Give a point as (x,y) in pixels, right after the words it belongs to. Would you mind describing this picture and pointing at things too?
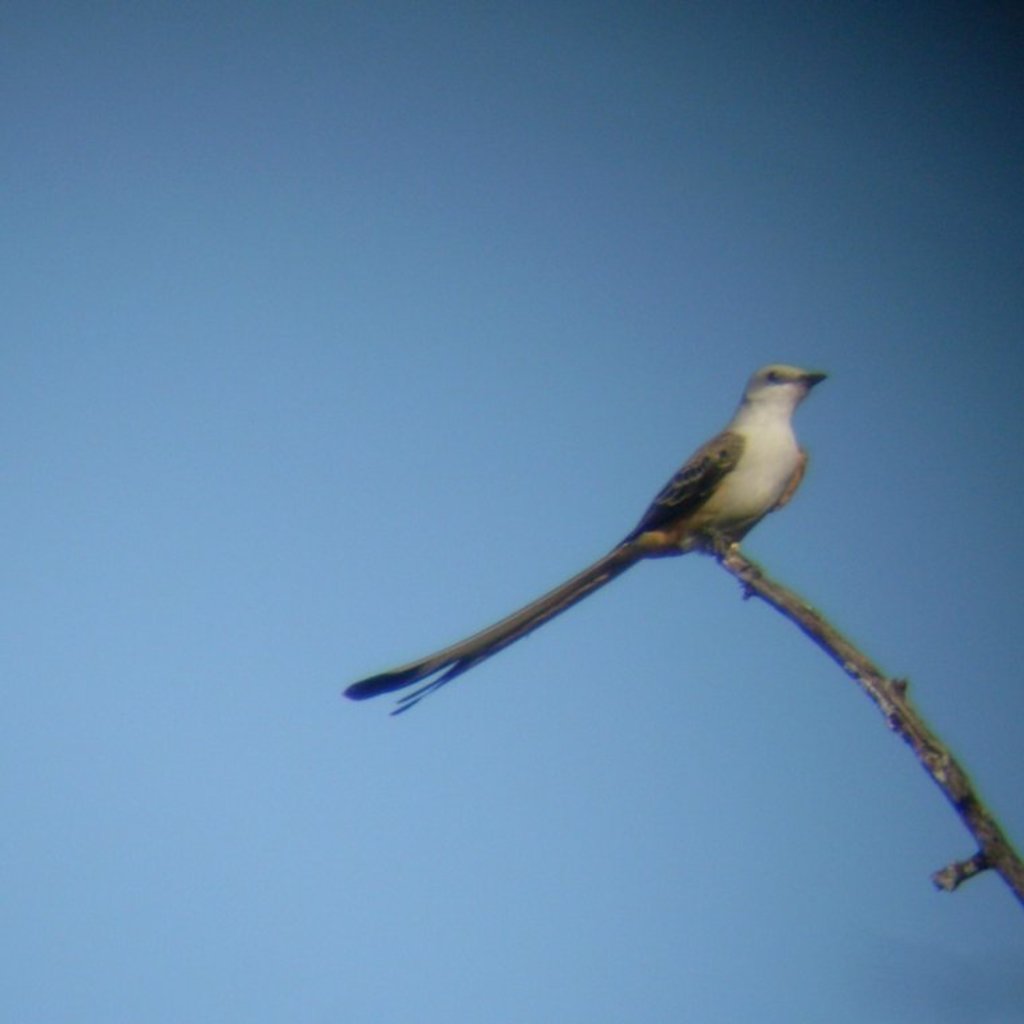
In this image we can see a bird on the branch (932,774) of a tree (991,834). On the backside (449,568) we can see the sky (456,542) which looks clear.
